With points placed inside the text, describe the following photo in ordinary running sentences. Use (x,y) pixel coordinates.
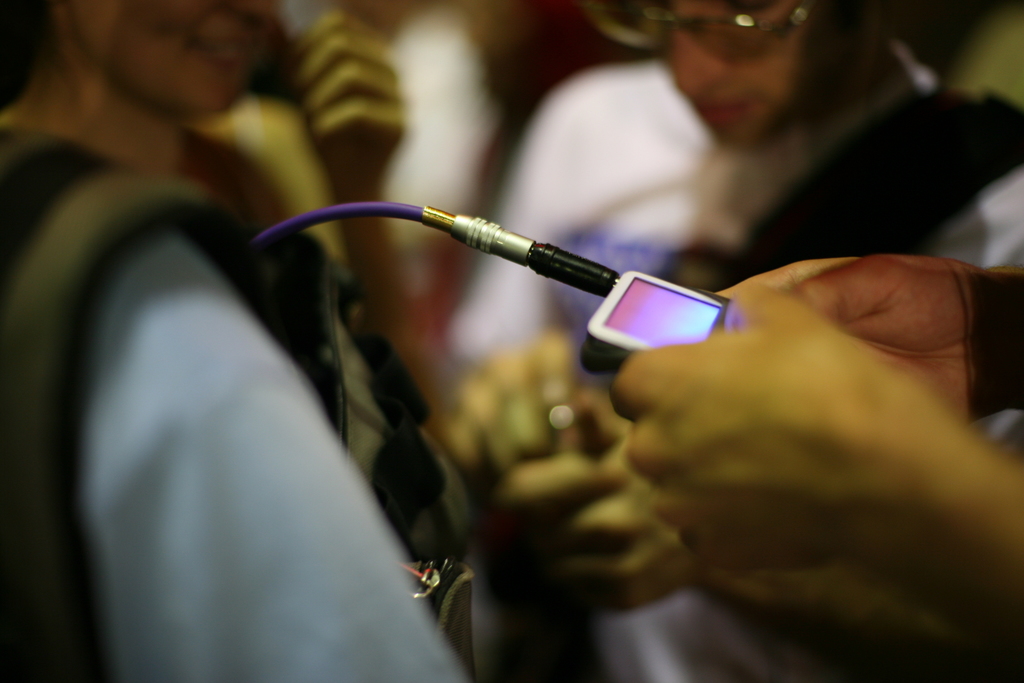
In this picture we can see hands (729,434) of a person (723,400) holding a device (708,321) and there is a cable (530,245). There is a blur background (613,260) and we can see two people (667,185).
